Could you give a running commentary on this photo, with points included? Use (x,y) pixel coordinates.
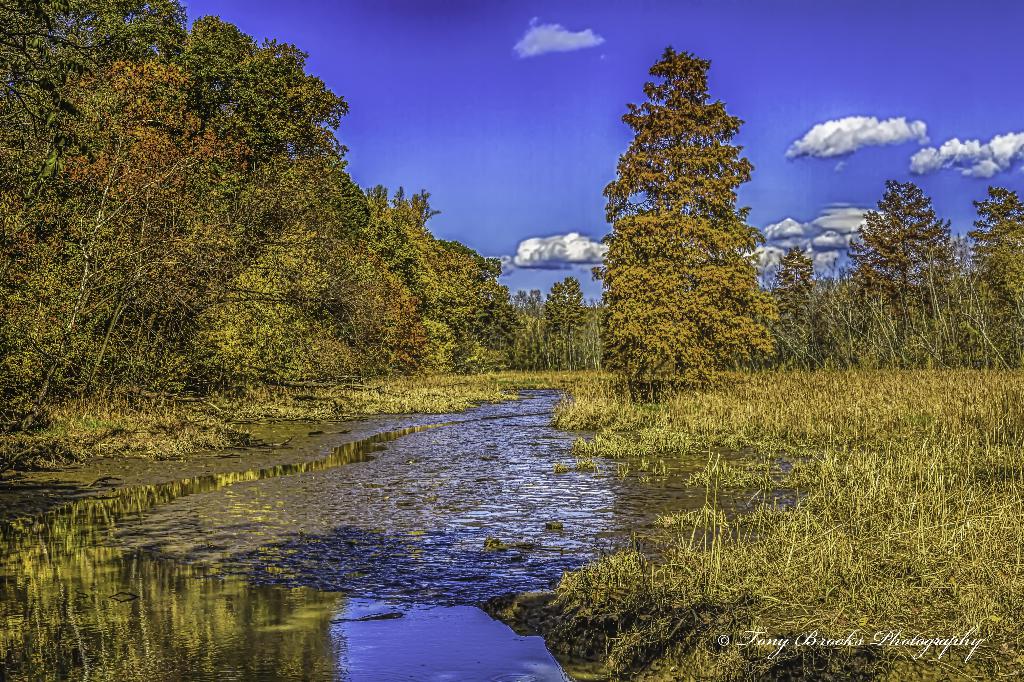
In this picture there is water (403,524) and there are few trees (336,335) on either sides of it and the sky (878,141) is a bit cloudy.
